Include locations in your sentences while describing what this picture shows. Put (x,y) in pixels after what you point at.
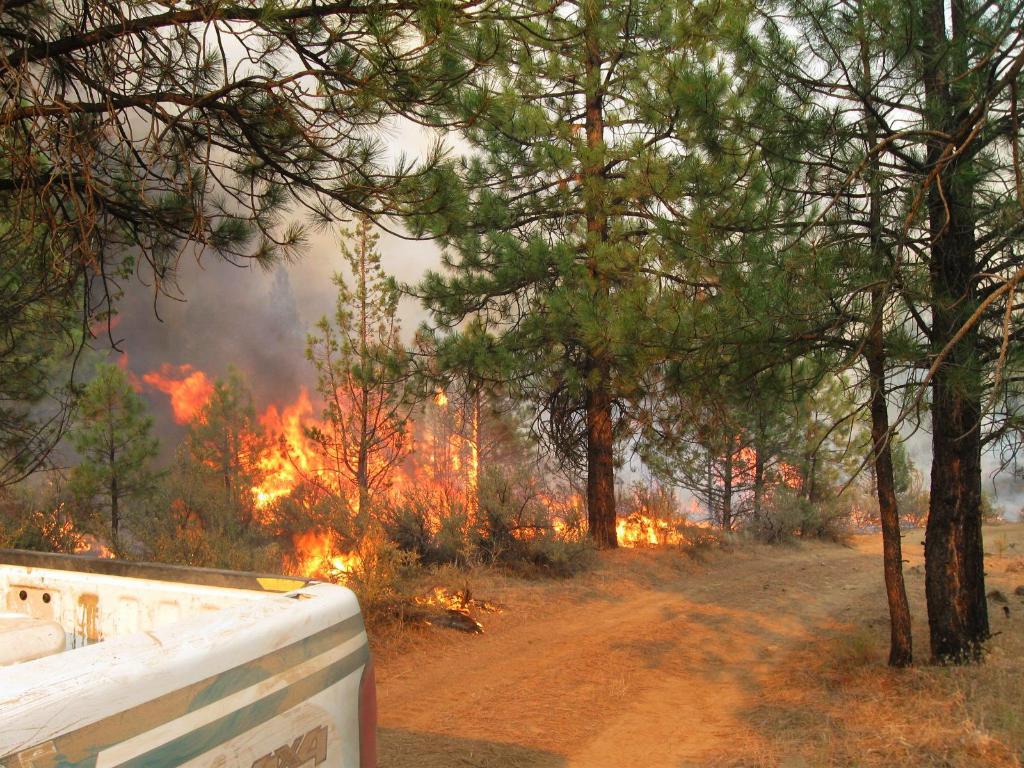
In this image there is a vehicle (190,573), grass (559,582), plants (554,569), trees (446,324), fire (388,495) to the plants (237,564), smoke (299,251), and in the background (843,3) there is sky (470,12).
